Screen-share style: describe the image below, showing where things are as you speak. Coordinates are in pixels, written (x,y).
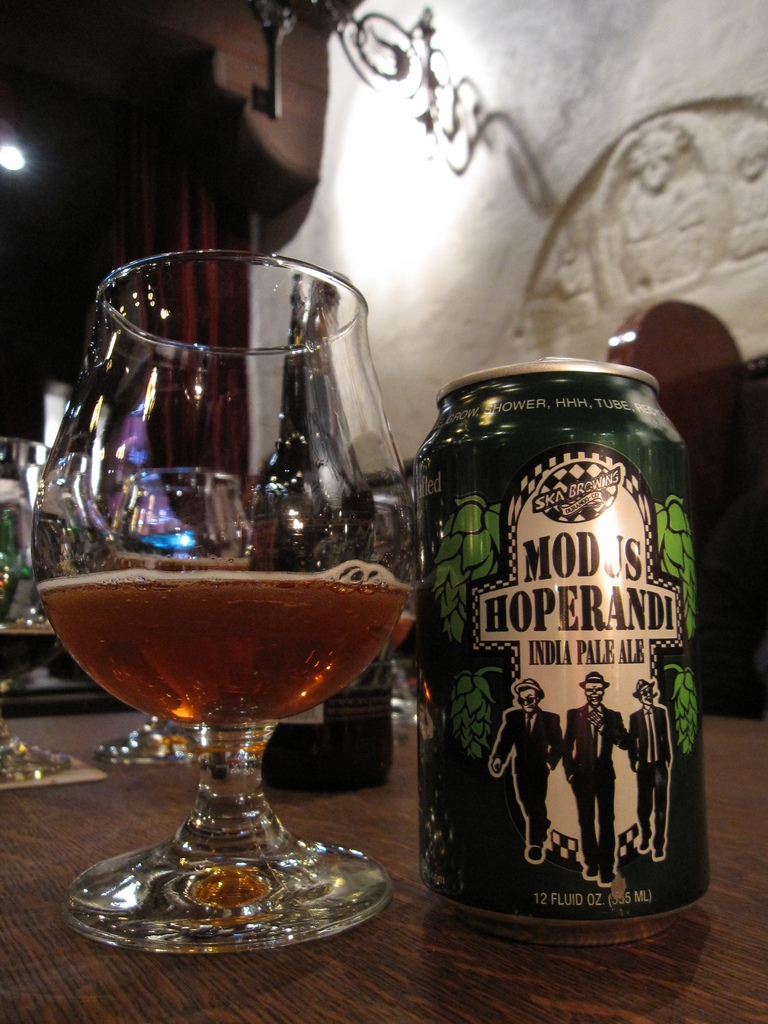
In this image there are glasses (255,583), there is a bottle (308,450) and there is a tin can (580,645) with some text (566,601) and image (588,714) on it. In the background (282,223) there are objects (316,124) which are brown and white in colour.
